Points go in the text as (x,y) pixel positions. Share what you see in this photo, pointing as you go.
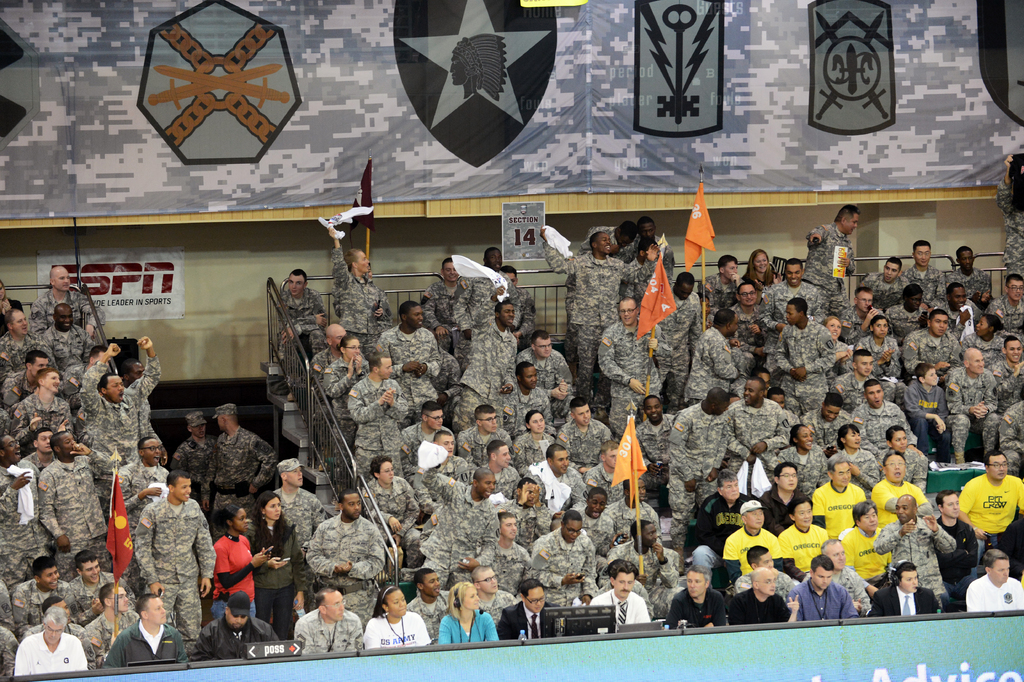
In this image we can see group of persons (18,328) most of them wearing camouflage dress (891,538) sitting and some are standing and we can see some flags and in the background of the image (300,244) there is a wall (256,284) and some sheets (494,58).
